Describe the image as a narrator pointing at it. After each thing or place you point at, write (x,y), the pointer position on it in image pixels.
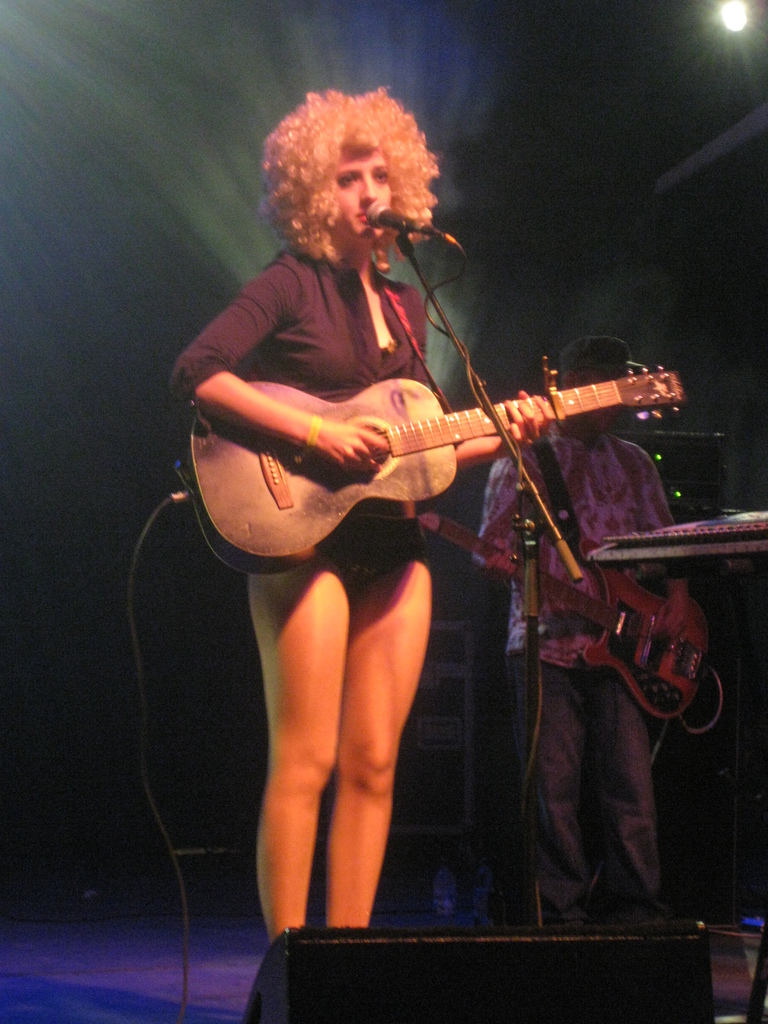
In this image there is one woman (359,332) who is standing and she is holding a guitar (284,477) in front of her there is one mike (402,219) beside this woman (387,636) there is another person (587,745) who is standing and he is holding a guitar (623,602).
